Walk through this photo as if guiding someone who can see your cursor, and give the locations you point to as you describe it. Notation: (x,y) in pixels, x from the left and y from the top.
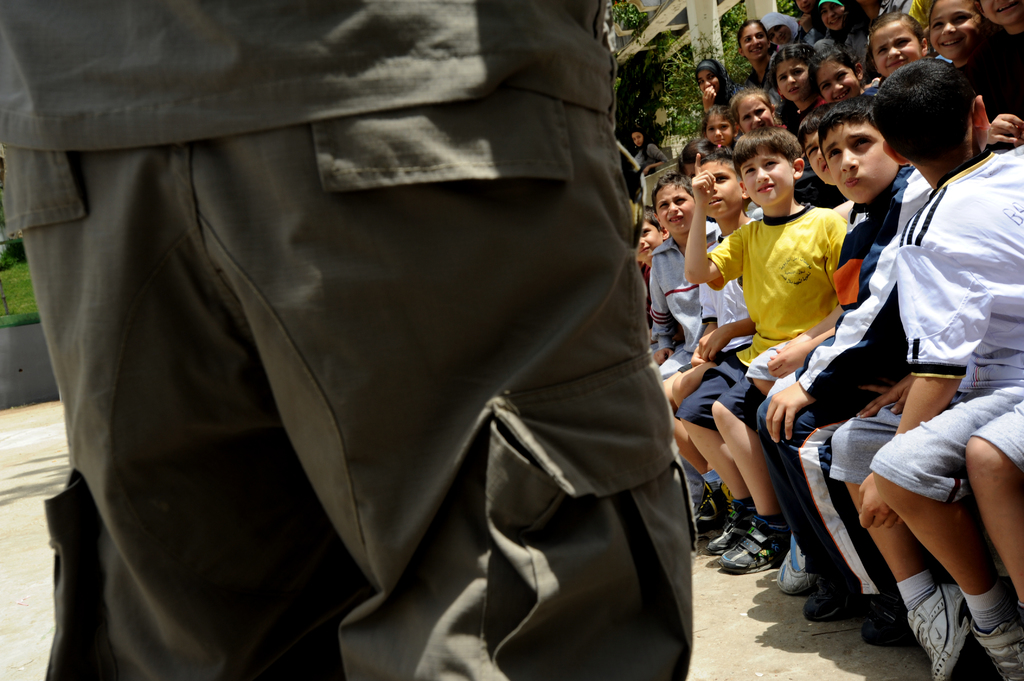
In this picture I can observe a person (109,285) standing on the left side of the picture (153,337). On the right side (801,218) there are some children (721,218) sitting. There are boys (700,240) and girls (842,85). In the background (682,77) I can observe some trees (666,77).
